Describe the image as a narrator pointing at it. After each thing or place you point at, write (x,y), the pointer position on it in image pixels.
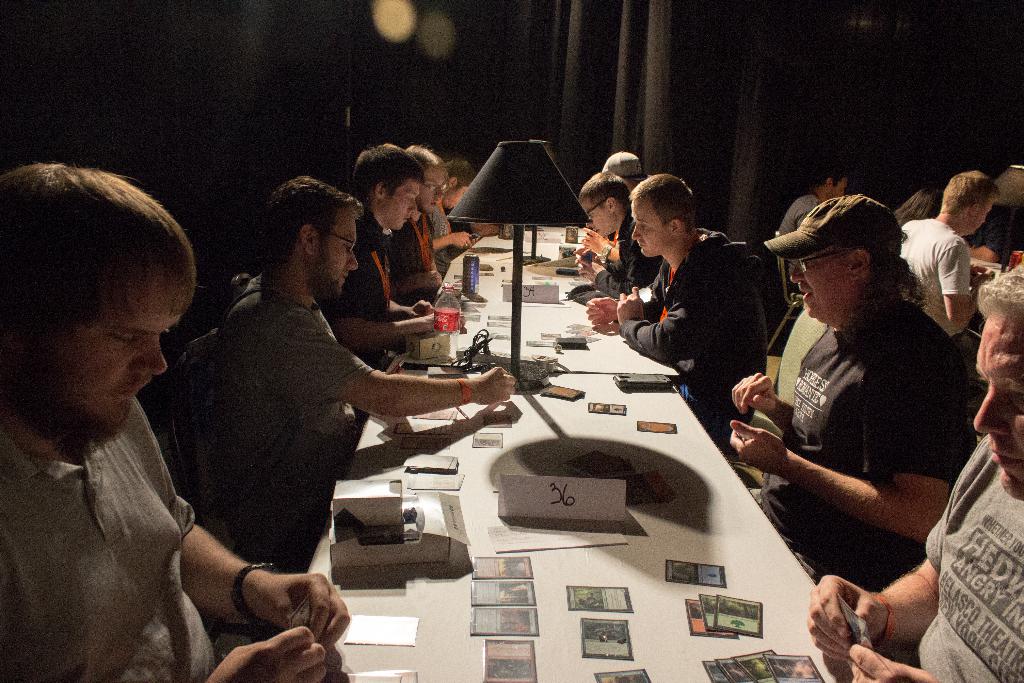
In this picture there are group of people (438,160) those who are sitting around a long table (759,521) and there is a lamp (513,141) at the center of the table (525,397) in the image, it seems to be they are playing a game.
